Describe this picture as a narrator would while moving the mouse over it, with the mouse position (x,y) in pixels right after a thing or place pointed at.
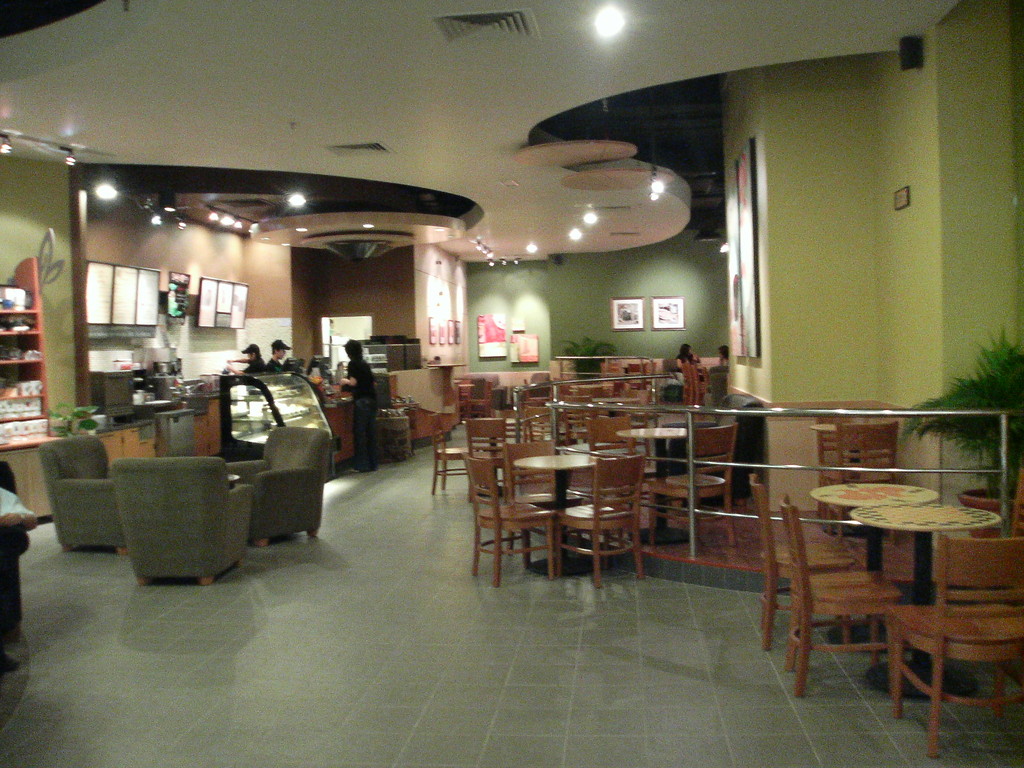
In this picture we can see three persons (358,361) standing at reception (275,387) and here we can see tables (659,528) and chairs (636,488) on floor (627,671) with fence (771,464) and in background (645,273) we can see wall (575,281) with frames (492,346) and two persons (679,370) sitting on chair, racks (18,313), lights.
